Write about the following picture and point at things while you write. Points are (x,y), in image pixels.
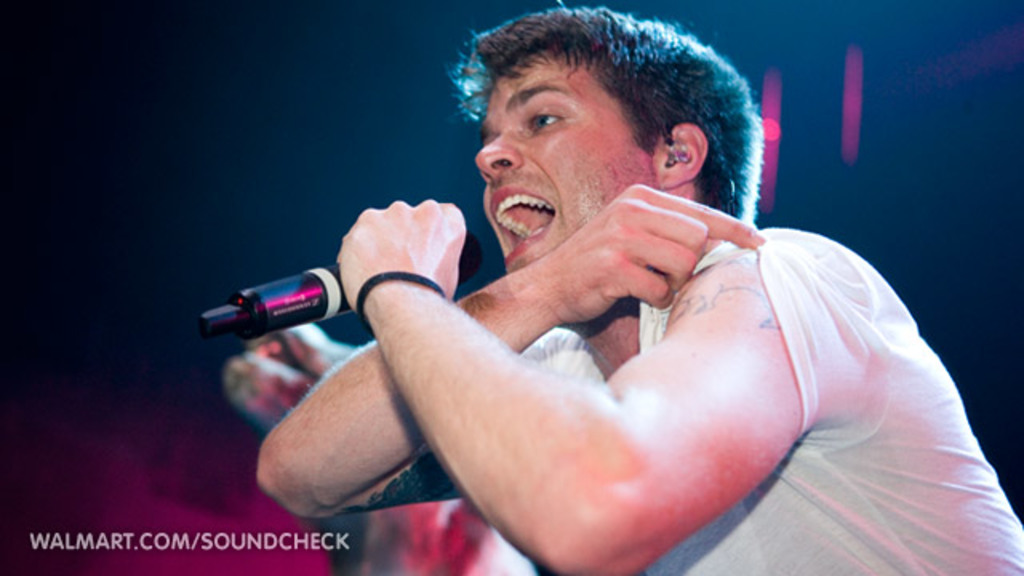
There is a person (854,455) in the image with white t-shirt (812,480), there is a tattoo (407,477) on his right hand (599,297). He is holding a microphone (334,293) with his left hand (391,268) and singing.
